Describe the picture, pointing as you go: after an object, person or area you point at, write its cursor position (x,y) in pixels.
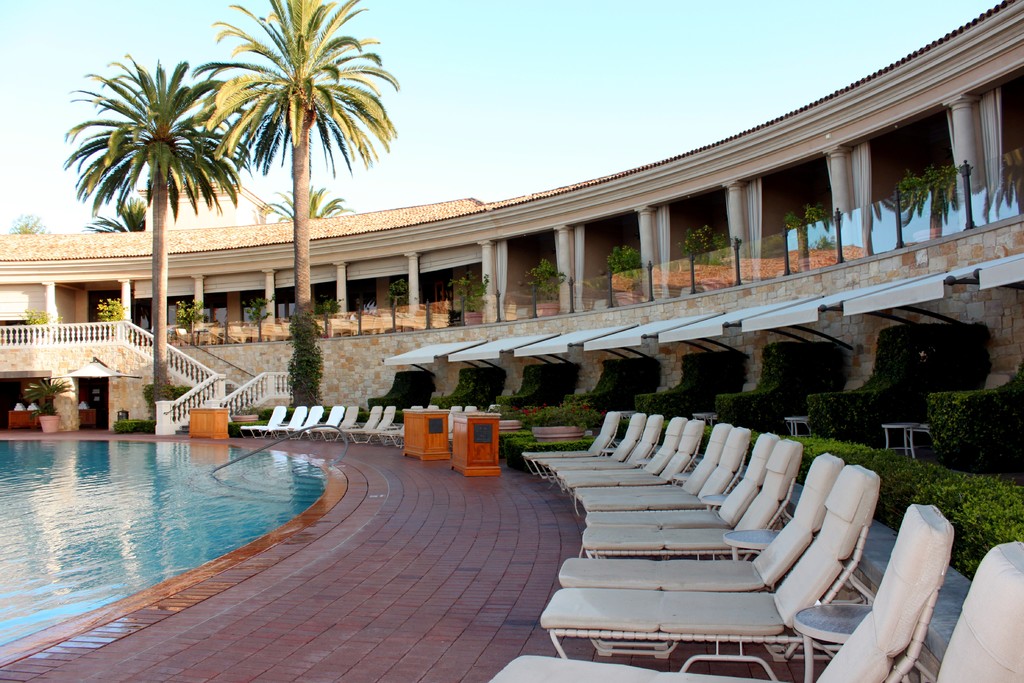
On the left side of the image (112,492) there is a swimming pool (105,521), in front of the swimming pool (220,535) there are benches (667,548) and tables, behind them there is a building (745,344), in front of the building (56,337) there are trees (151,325) and plants (839,433). In the background (475,167) there is a sky (498,104).
